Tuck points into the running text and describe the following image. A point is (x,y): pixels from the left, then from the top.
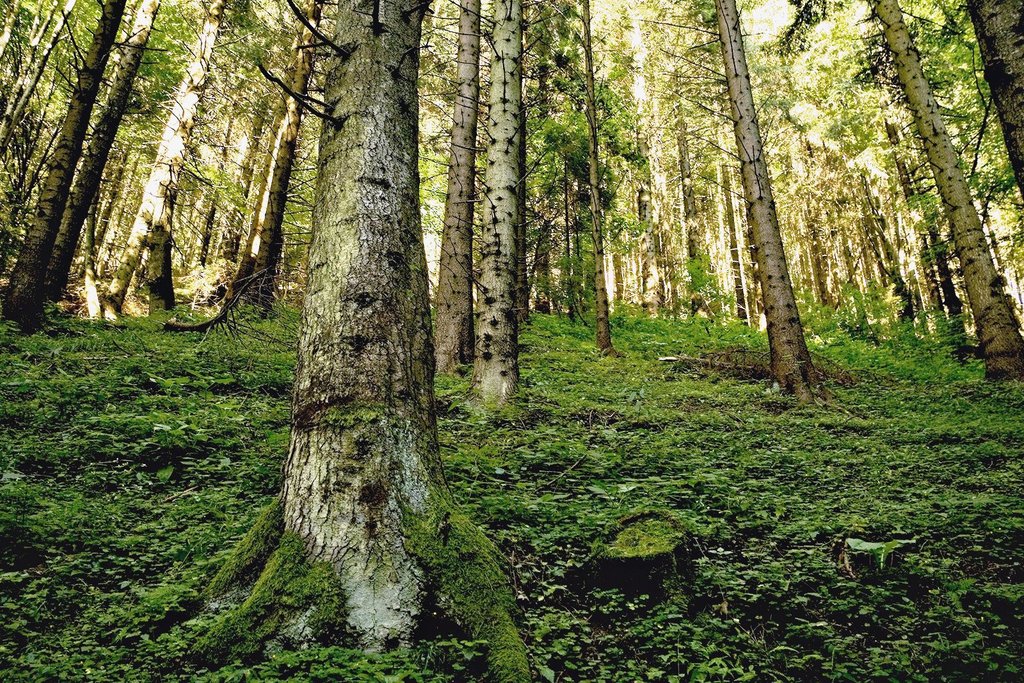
In this image we can see trees (268,76), plants (239,460) and grass (592,324) on the ground (121,358).
